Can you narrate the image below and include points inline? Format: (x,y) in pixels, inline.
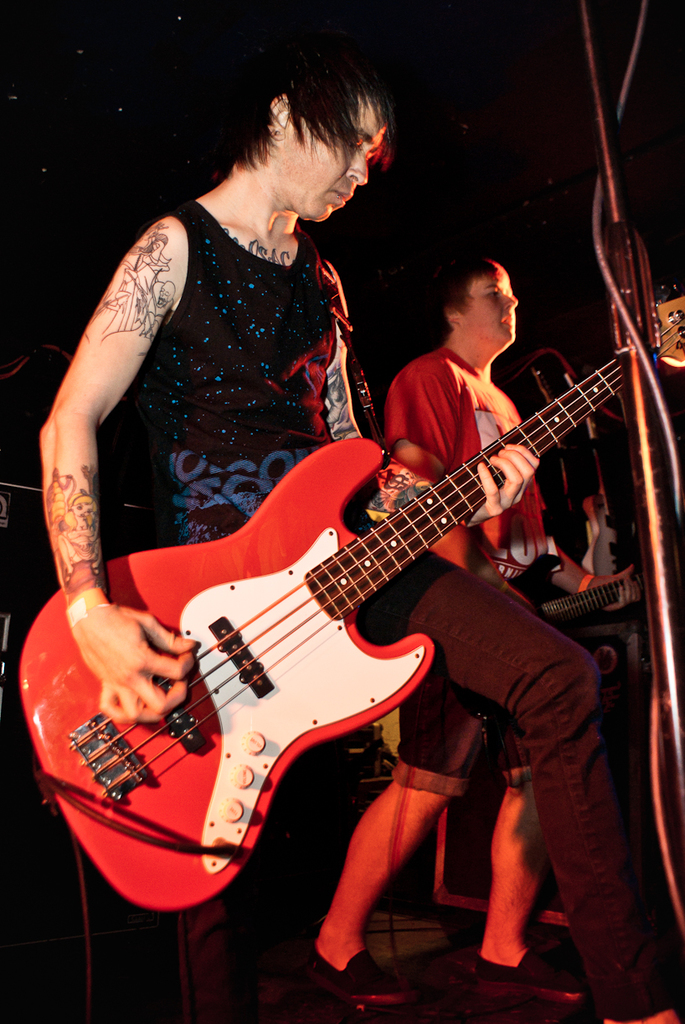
In this image. On the left (161,546) there is a man (253,420) he is playing guitar (392,562). In the middle (444,417) there is a man (417,448) he wear red t shirt (452,433) and shorts (463,753) he is playing guitar (545,583).
